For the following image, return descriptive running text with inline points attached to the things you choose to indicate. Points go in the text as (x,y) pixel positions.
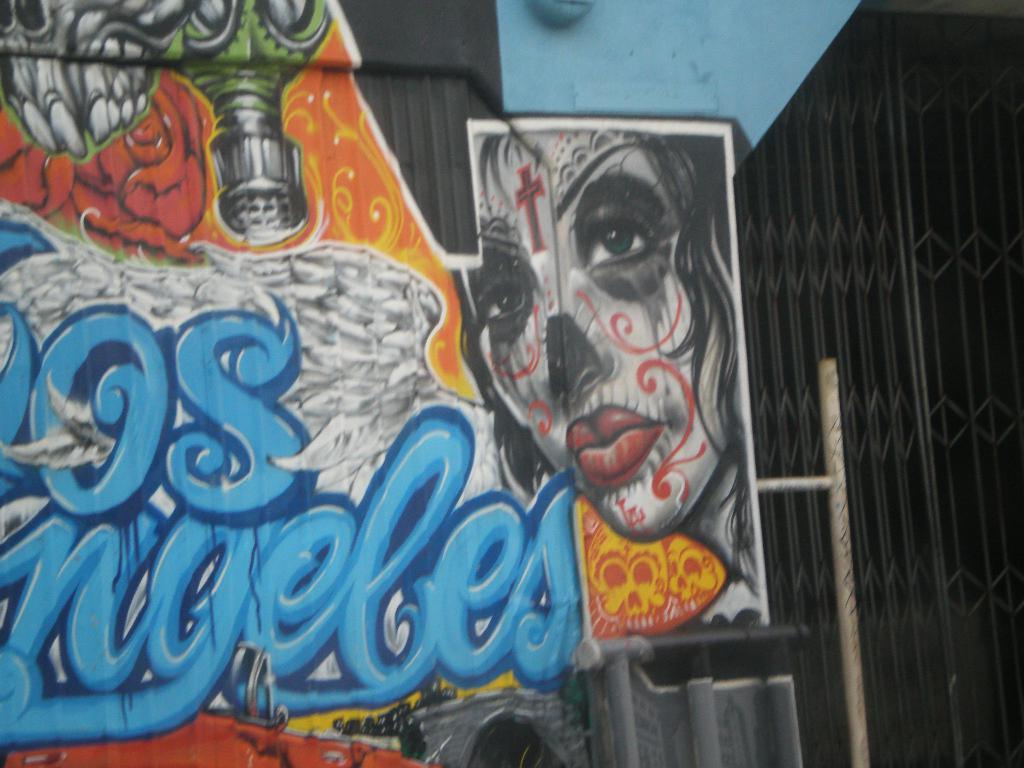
In this image there is a wall (126,347) on the left side (215,341). On the wall (145,369) there is some painting (164,296). On the right side (792,366) there is a grill (883,321). At the bottom (844,547) there is a pole (848,533). Beside the pole (830,494) there is a painting (606,314) of a girl (583,325).
